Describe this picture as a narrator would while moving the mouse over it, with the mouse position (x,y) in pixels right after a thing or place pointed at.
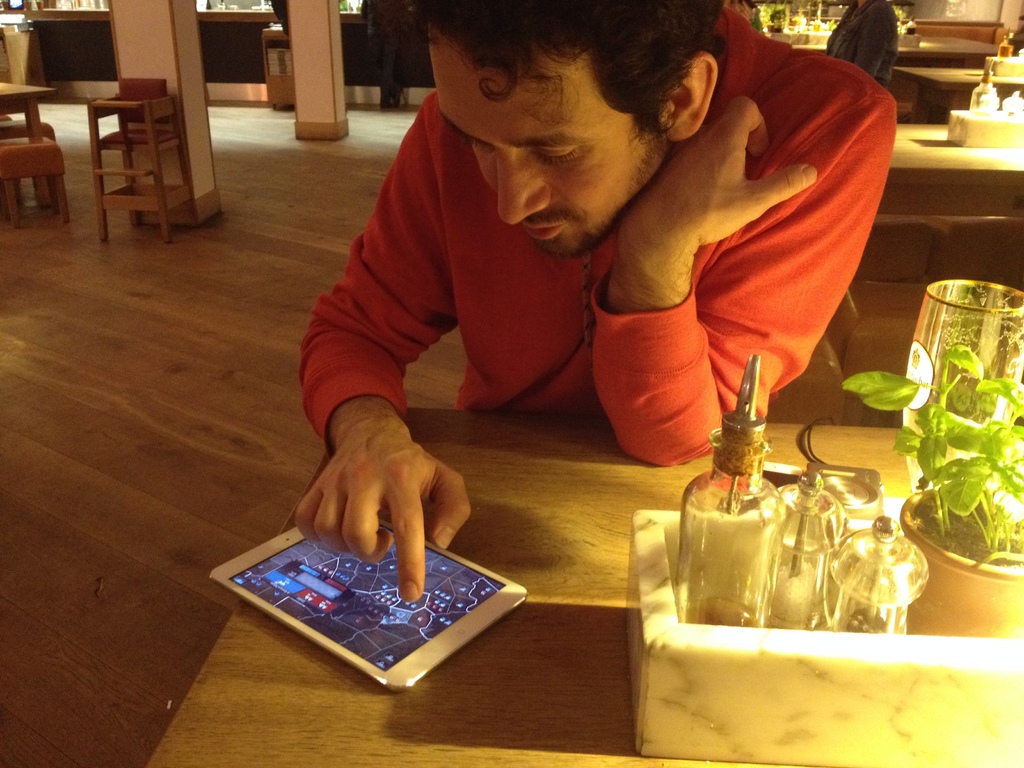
At the bottom of the image (332,695) there is a table (481,724), on the table (357,729) there are some bottles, glass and tab (304,629). Behind the table (630,476) a person (806,216) is sitting and looking into the tab (336,570). Behind him there are some tables (12,92), chairs (13,137) and pillars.
